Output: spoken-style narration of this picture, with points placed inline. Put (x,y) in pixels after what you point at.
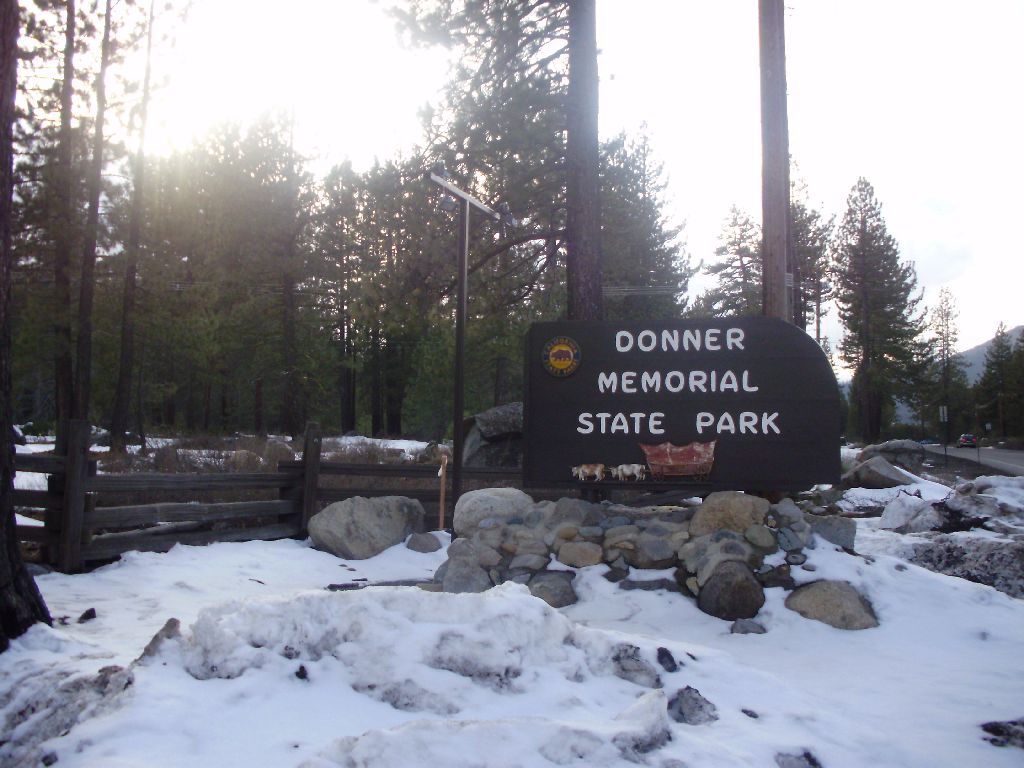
In this image I can see the black color board (808,482) to the side of the rocks (586,544). And I can see the Donner memorial park is written on it. To the left (338,467) I can see the railing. And the rocks (695,582) are on the snow (545,715). In the background (396,353) there are many trees (542,248) and the white sky (639,70).
